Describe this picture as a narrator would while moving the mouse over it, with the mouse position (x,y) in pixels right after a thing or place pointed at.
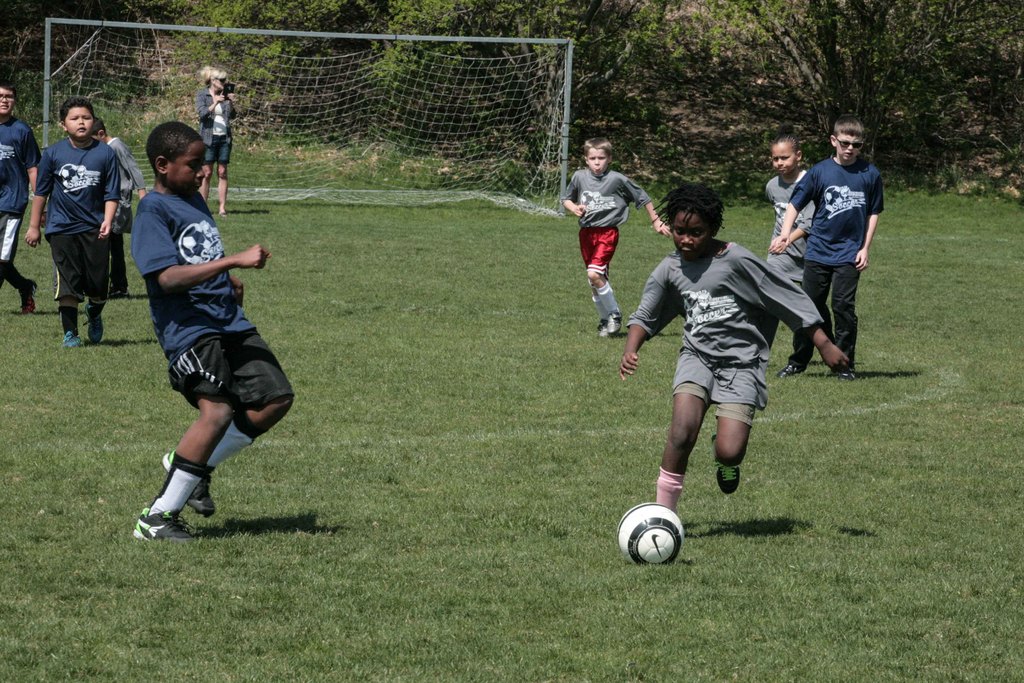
In this image there are group of people (185,246) who are running towards ball (675,548) and they are playing a football (630,522) and on the left side (46,197) there are some people (76,193) who are walking and in the bottom (448,613) there is some grass (449,399), and on the top (896,56) there are some trees (679,48) and on the left side (180,86) there is a net (185,104).
